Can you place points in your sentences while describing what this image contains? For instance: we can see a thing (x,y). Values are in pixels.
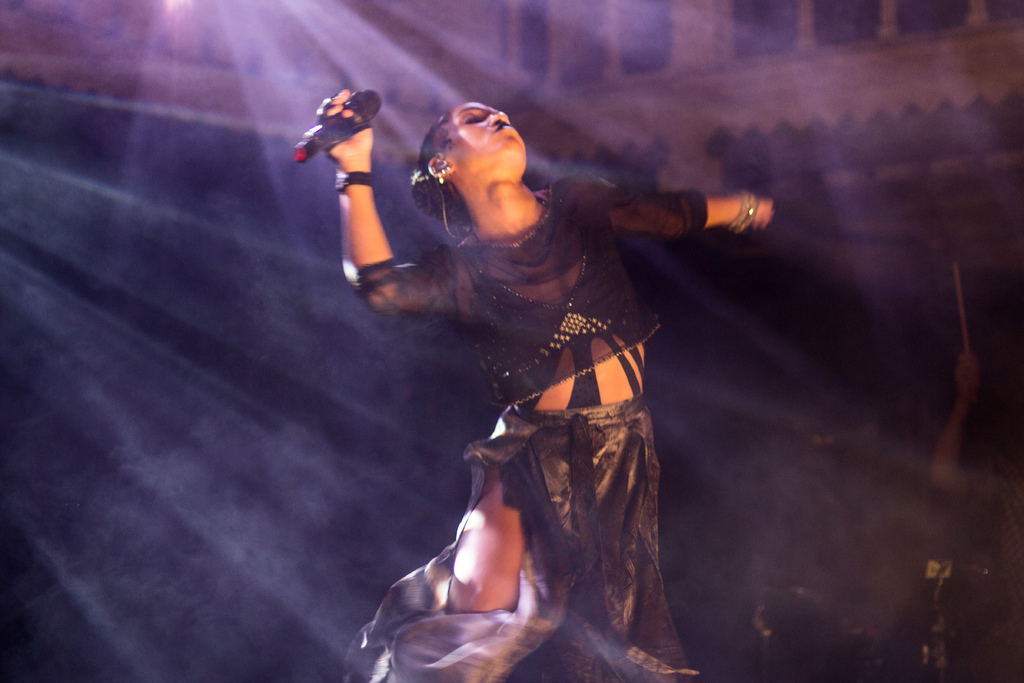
In the image there is a woman (526,217) standing in a dancing posture, she is holding some object (354,108) with her hand (366,139) and in the background (965,402) there is a person (958,472) holding some object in the hand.
